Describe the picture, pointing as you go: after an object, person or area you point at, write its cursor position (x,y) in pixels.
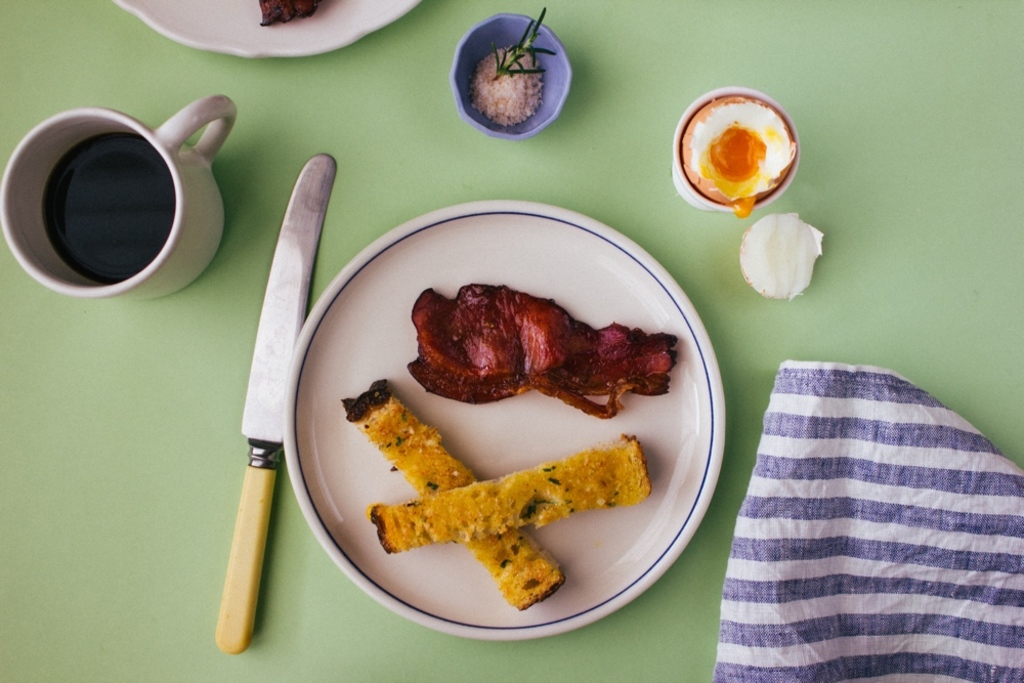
In the picture I can see few eatables (556,340) placed in a white plate (483,428) and there is a knife (269,392) beside it and there is a cup (89,198) of coffee (101,192) in the left corner (129,201) and there is a cloth (914,527) in the right corner (945,533) and there are some other objects (196,7) in the background (485,113).
